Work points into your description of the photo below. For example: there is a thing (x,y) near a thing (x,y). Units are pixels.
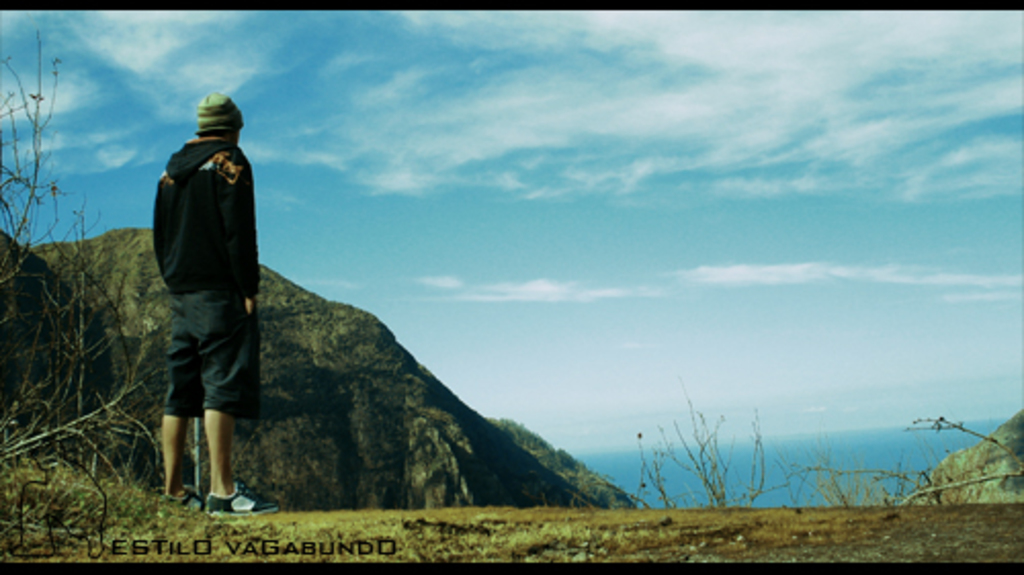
In the background (692,209) we can see a clear blue sky (786,247) with clouds (735,186). Here we can see a person (259,413) wearing a hoodie (251,205), cap (210,103), shoes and standing. These are dried plants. At the bottom left corner of the picture (208,548) we can see water mark (274,548).
